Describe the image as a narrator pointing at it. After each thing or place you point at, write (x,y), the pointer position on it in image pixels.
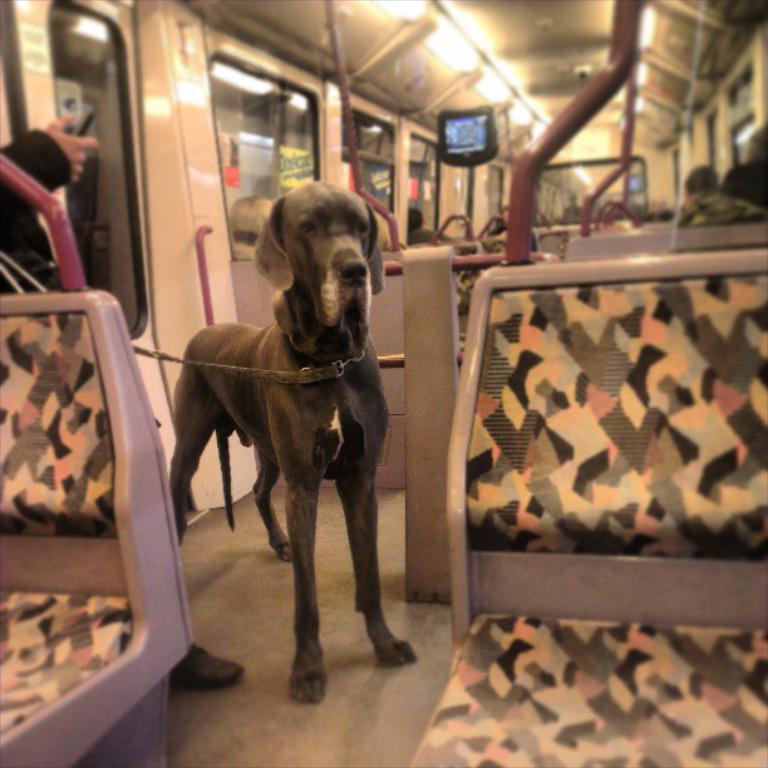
In this image i can see a dog (353,376) at the background (472,131) i can see a pole (518,177) and a screen (466,123) at the top (450,63) there is a light (450,63).
